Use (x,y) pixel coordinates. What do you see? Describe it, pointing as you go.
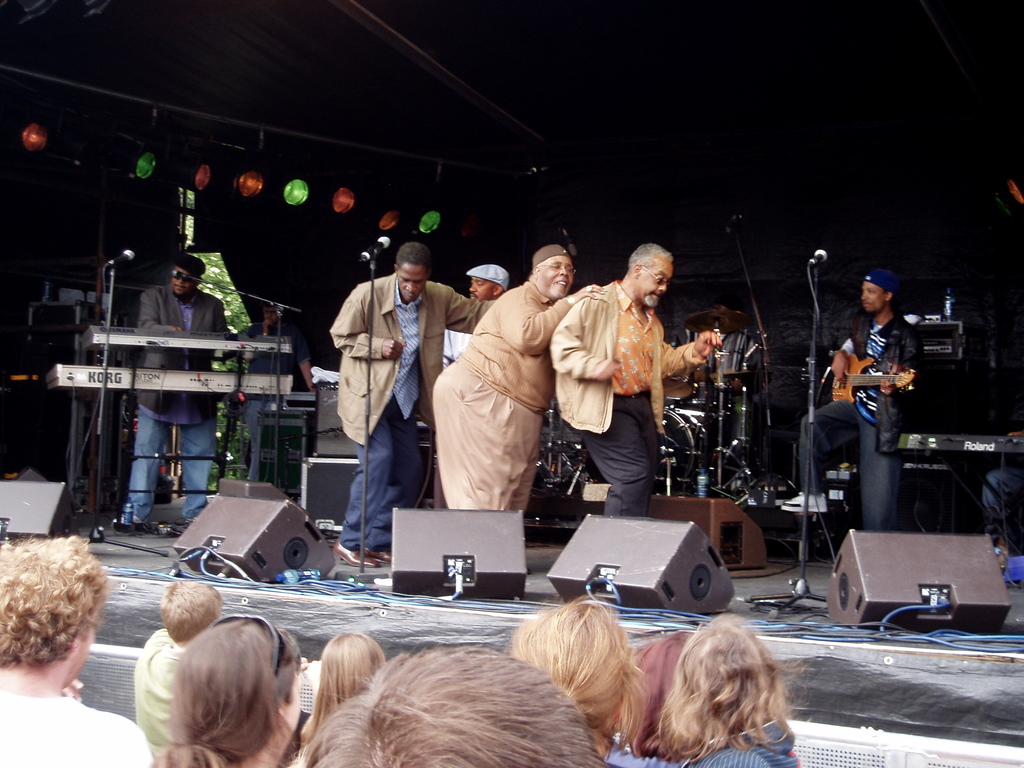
This image is clicked in a concert. There are many people (556,760) in this image. In the front (435,344), there are three people (458,363) dancing. To the left (188,399), the man (167,320) is playing piano (70,382). To the right (828,405), the man (855,413) is playing guitar (857,361). In the front (477,596), there are speakers (505,587) on the dais (315,619).
